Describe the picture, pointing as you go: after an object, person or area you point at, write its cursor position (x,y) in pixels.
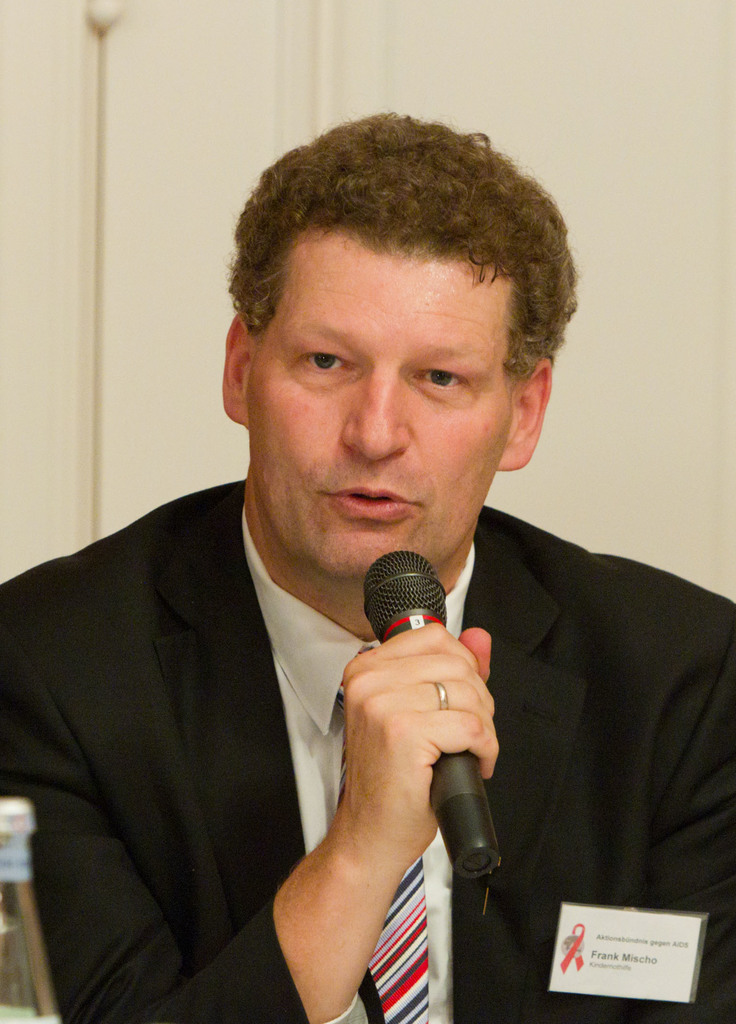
In this image there is a person (280,706) holding a mic (437,752) and speaking. In the front (33,932) on the left side (22,947) there is a bottle (28,874). In the background (181,228) there is a wall (252,132) which is white in colour.
